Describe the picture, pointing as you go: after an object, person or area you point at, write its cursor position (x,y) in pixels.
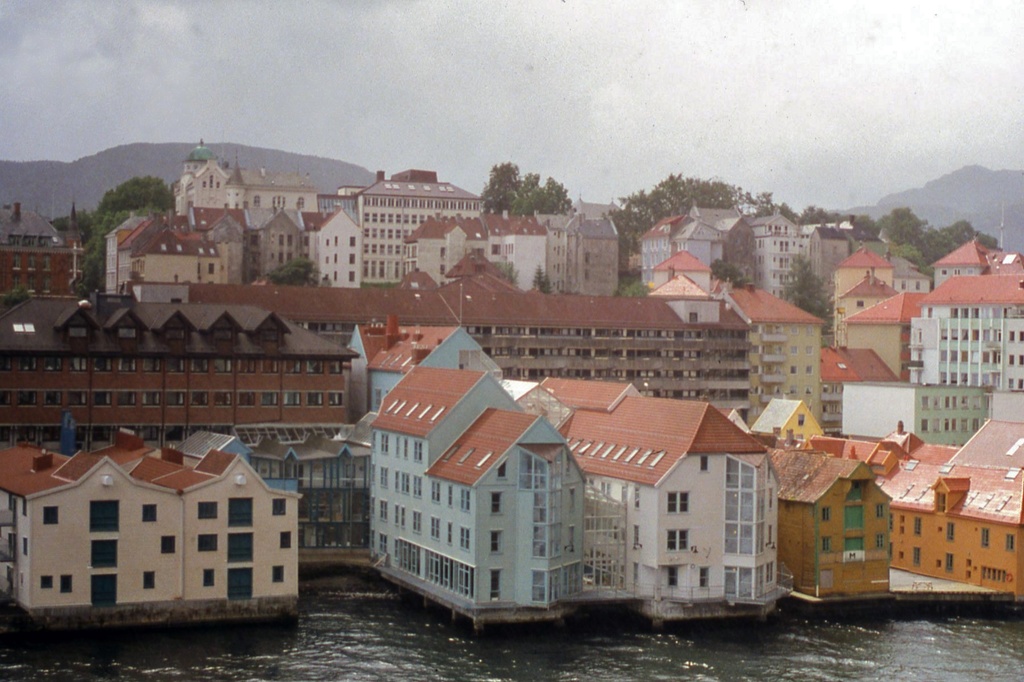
In this picture I can see the water (654,643) at the bottom (685,645), in the middle (581,390) there are buildings (547,432) and trees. At the top (550,99) there is the sky (547,98).
